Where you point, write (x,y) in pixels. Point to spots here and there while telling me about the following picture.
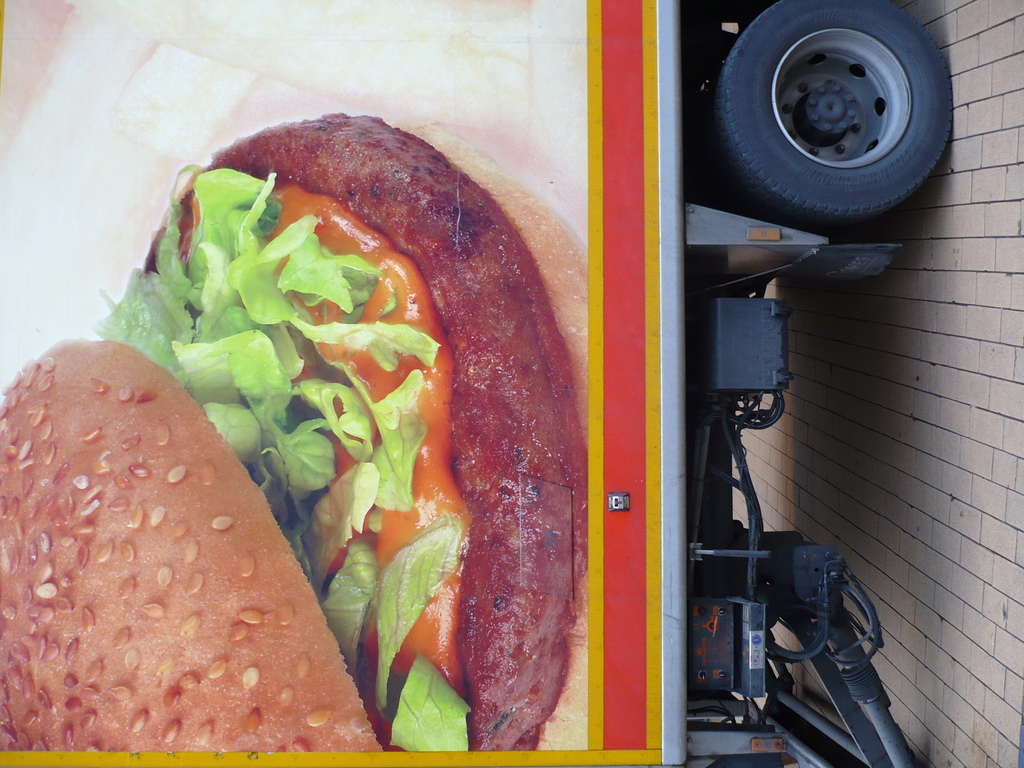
In this image there is a vehicle (655,304), there is food (353,470) on the vehicle (298,406), there is the ground (978,375) towards the right of the image (956,411).
